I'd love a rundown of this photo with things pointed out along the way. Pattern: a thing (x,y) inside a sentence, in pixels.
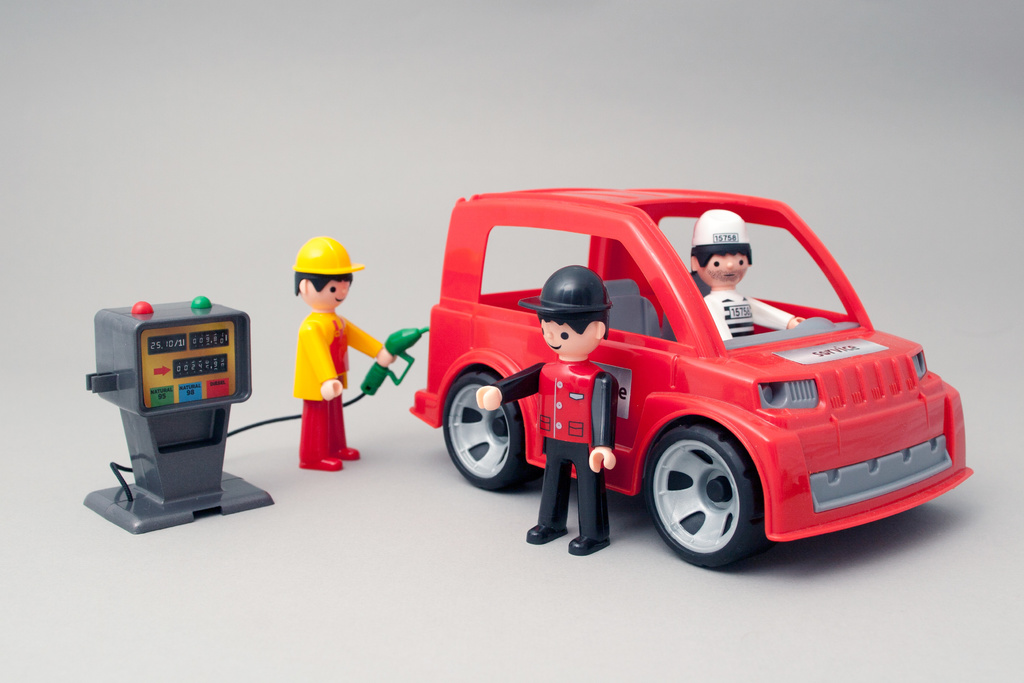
This picture consists of toys (170,496) of persons (548,380), car (618,285) and petrol tank (232,394). On the right (720,310) we can see a person (735,274) sitting in a red color car (663,357) and we can see a person (567,399) standing on the floor (602,554). On the left (330,340) we can see another person (336,351) wearing yellow color t-shirt (315,367) and standing on the floor (351,474) and seems to be filling the fuel (395,350) in the car (455,316) from the fuel tank (191,353). The background of the image (890,122) is white in color.
